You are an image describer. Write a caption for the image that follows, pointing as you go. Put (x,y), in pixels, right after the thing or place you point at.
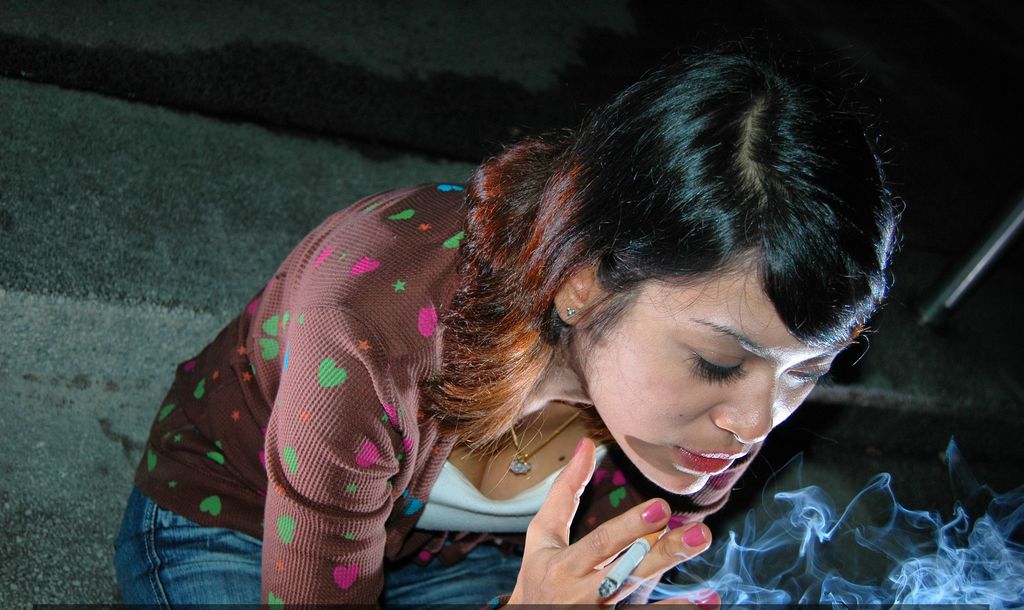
In this image I can see a woman (847,226), she holding a cigarette (652,534) on her hand (678,558), there is a smoke (894,588) visible at the bottom (936,558).
